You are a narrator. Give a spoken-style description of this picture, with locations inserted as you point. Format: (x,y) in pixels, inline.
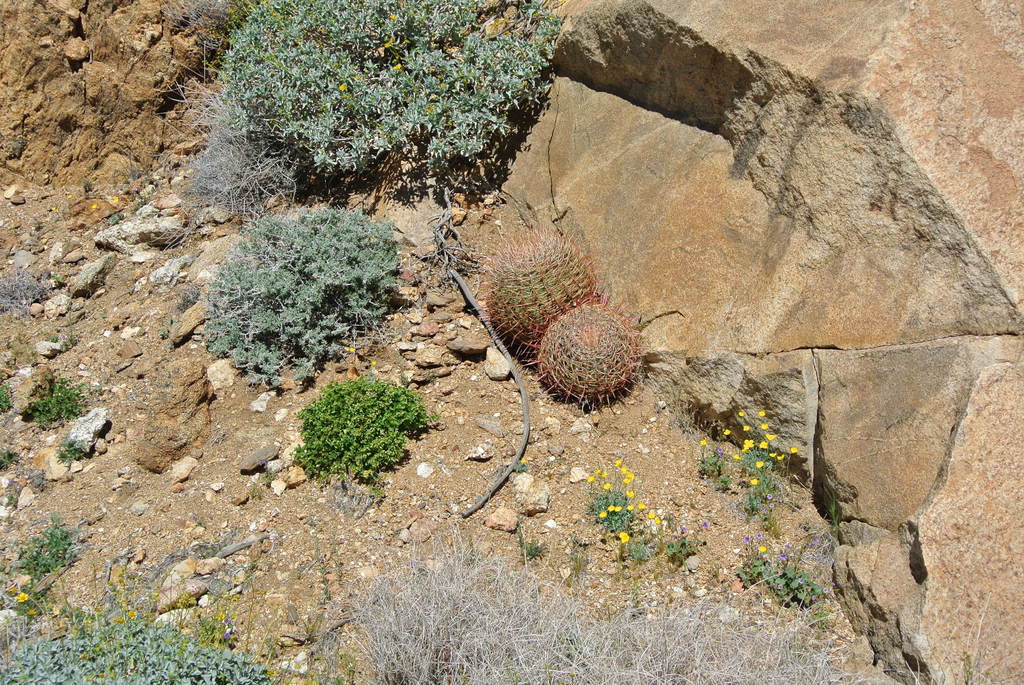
In this image I can see stones (400,224), grass (707,621), bushes (350,342), flowers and few other things (510,306) on the ground (643,389).
